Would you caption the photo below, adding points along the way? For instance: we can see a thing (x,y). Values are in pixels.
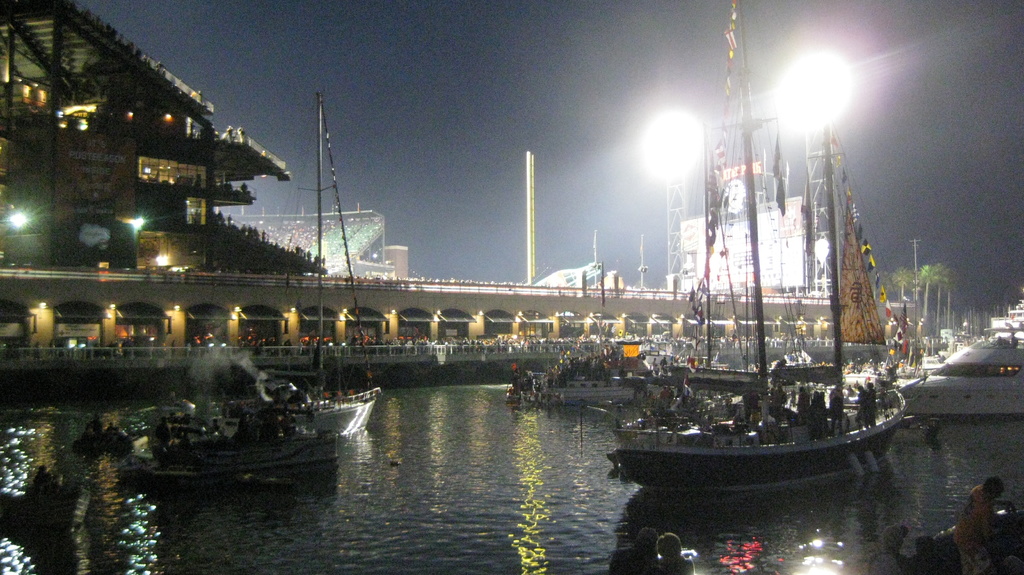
In this image I can see at the bottom (425,491), there is water (522,489) and few boats (886,450) are moving in this. In the middle (617,305) it looks like a very big stadium (267,266) with lights (375,254). On the right side (811,107) there are focus lights (822,104), at the top (468,104) it is the sky (475,91).
